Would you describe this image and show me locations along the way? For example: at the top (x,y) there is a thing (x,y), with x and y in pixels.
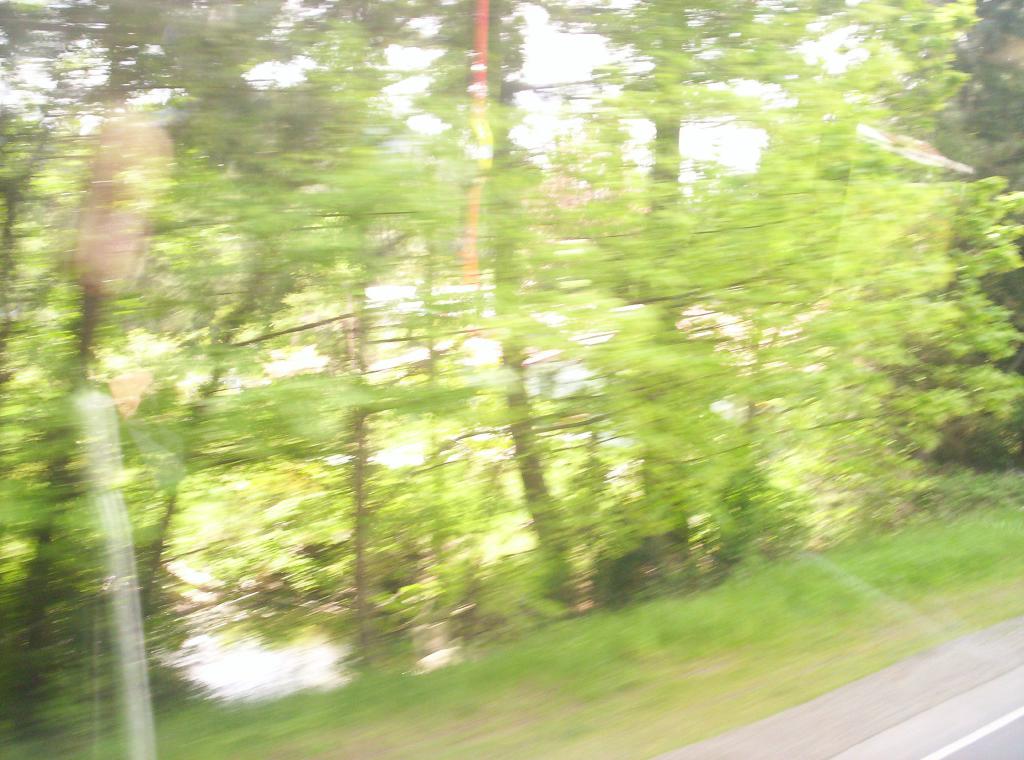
In this image few trees (21,433) are on the grassland (809,655). Right bottom of the image (902,687) there is a road (956,709).
